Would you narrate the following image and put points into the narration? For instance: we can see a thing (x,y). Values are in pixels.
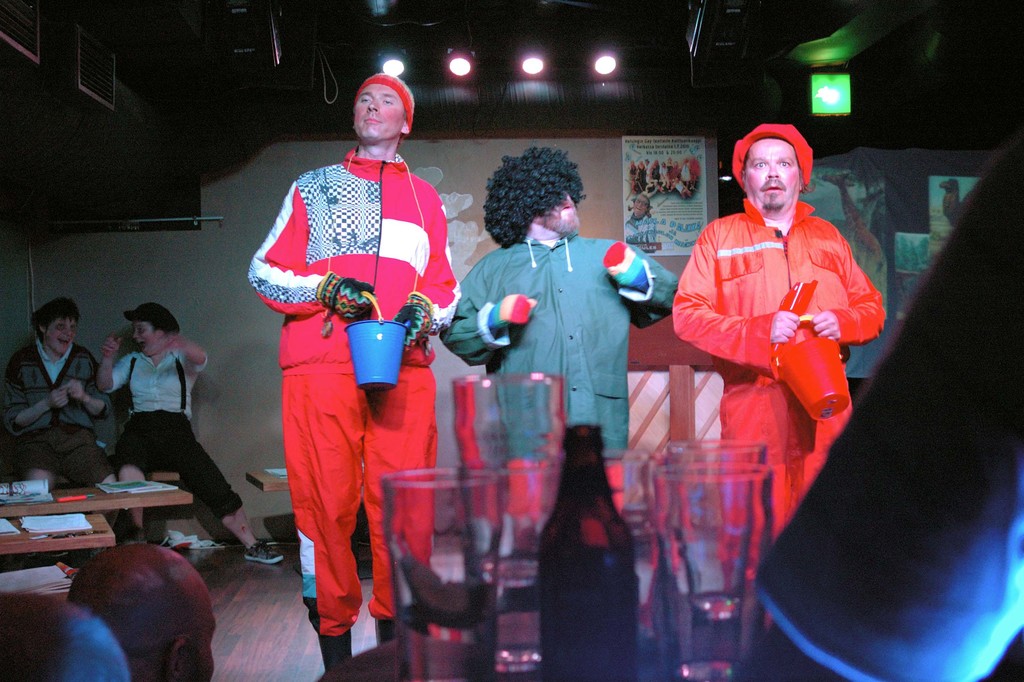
In the image there are three men (345,238) in joker costume (540,323) standing in the middle (535,292), in the front (787,668) there are wine bottles (576,521) and glasses (444,567) on the table (756,681), on the left side (55,325) there are few persons (53,398) sitting on chairs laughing and there are lights (453,60) over the ceiling (562,71).
